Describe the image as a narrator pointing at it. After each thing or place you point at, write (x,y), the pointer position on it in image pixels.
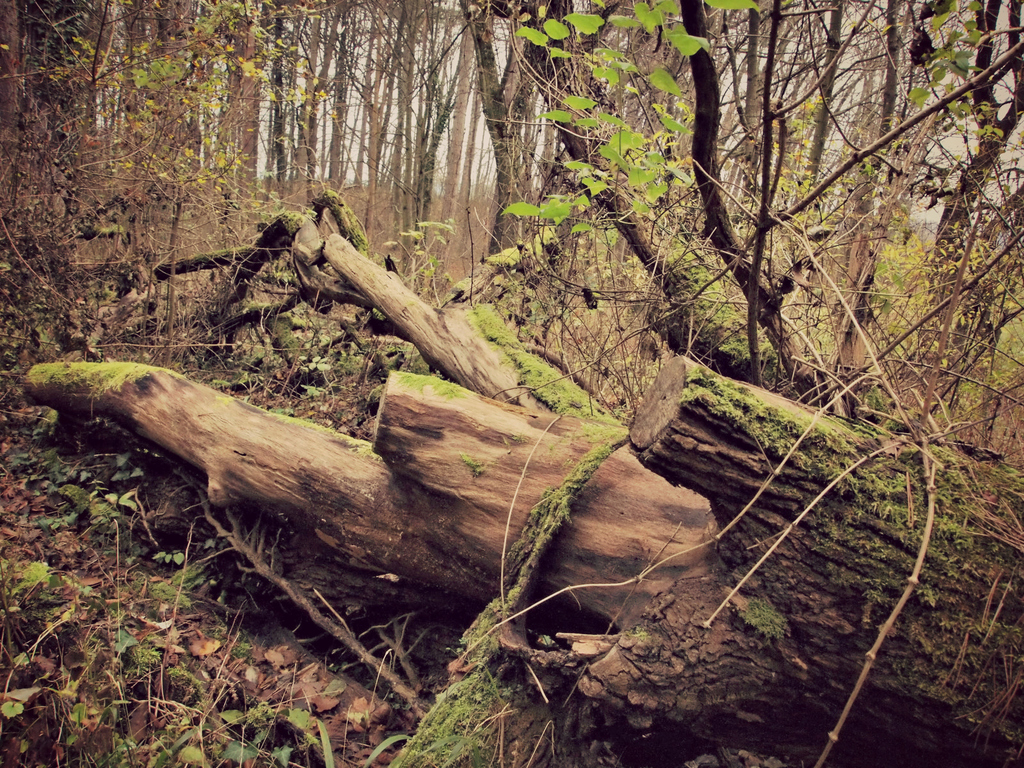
This picture is clicked outside the city. In the foreground (621,629) we can see the trunks (743,522) of the trees (466,456) lying on the ground (126,624). In the background (492,49) we can see the trees (876,247) and the plants (670,240).
